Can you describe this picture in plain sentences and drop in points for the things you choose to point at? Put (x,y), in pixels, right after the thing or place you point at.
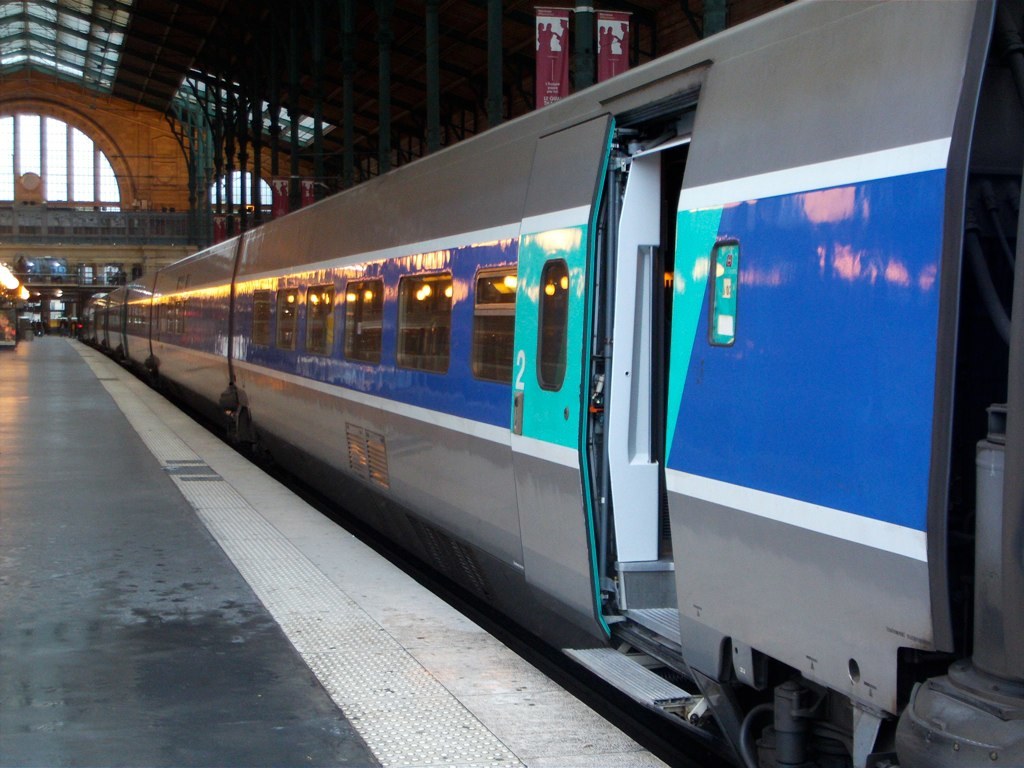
In this picture there is a silver and blue color train (625,390) waiting on the station (87,433). Above we can see the metal shed ceiling (180,99) and a red color poster (547,56) hanging on it.
